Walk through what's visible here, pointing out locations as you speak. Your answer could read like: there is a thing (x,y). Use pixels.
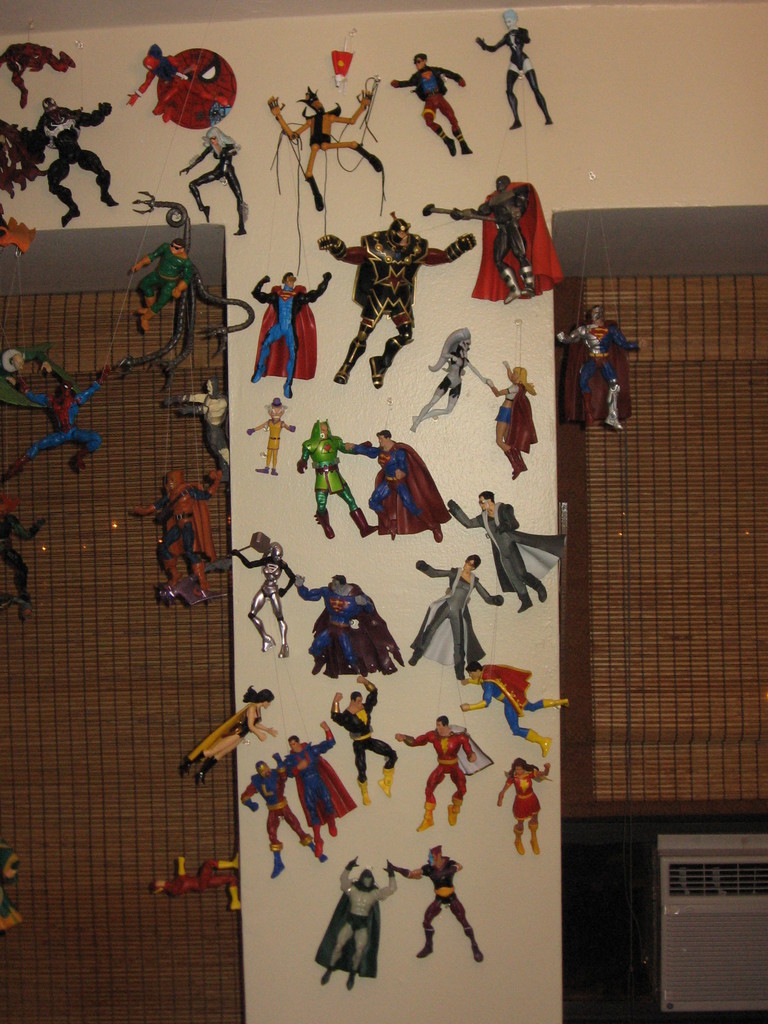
In this image there are action figures (374,371) placed on the wall (593,156) and there are curtains (614,714).
